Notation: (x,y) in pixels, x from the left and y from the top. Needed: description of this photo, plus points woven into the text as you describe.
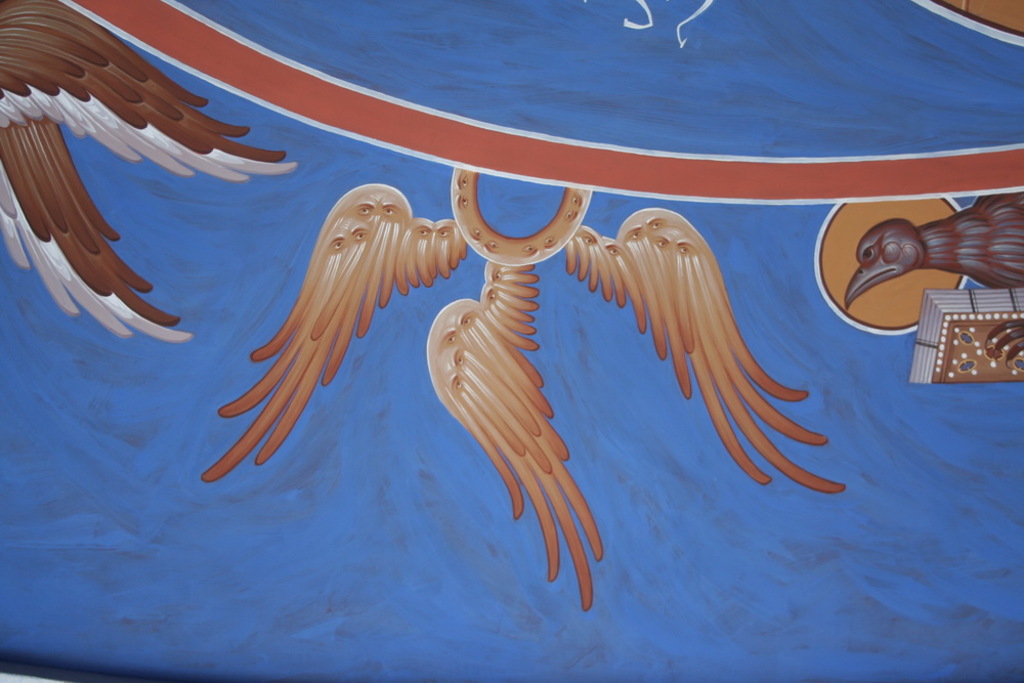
In this image I can see painting of bird's wings (210,121) in the center of the image (501,261) and in the left top corner of the image (227,132) and on the right side of the image (970,372) I can see bird's head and claws (1022,359) holding a book (926,368).
